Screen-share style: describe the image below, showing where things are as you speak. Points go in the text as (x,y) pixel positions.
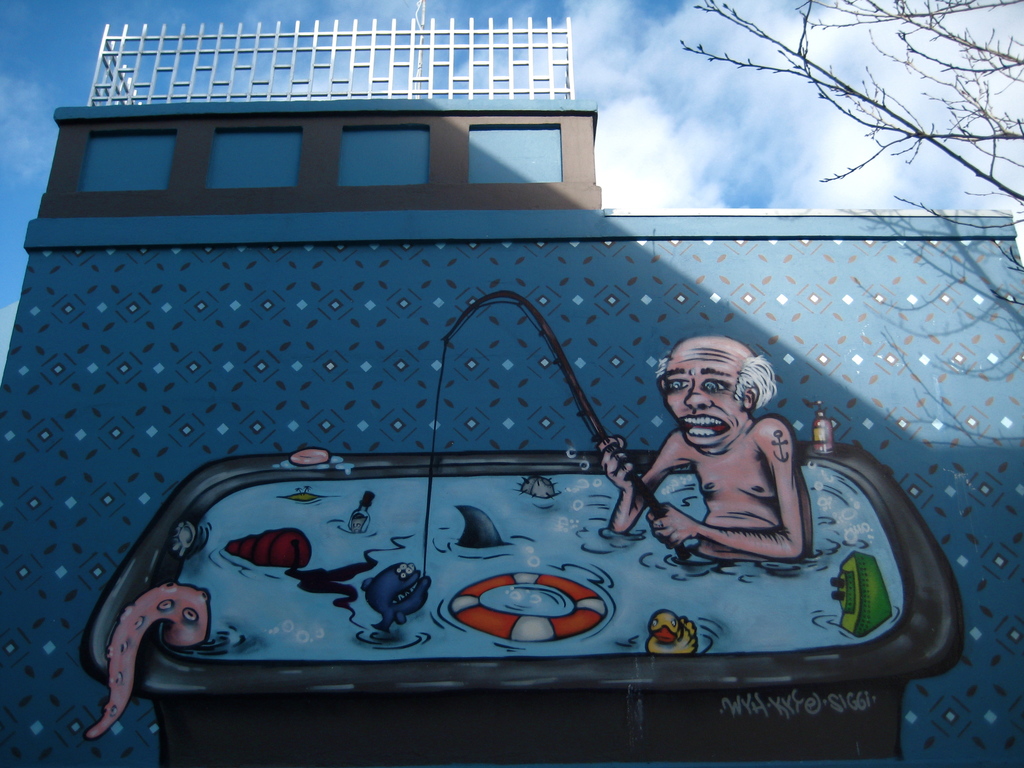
This looks like a wall painting (556,549) on the building wall (373,298). I think this is an iron grill (187,50). These are the branches (992,50).
